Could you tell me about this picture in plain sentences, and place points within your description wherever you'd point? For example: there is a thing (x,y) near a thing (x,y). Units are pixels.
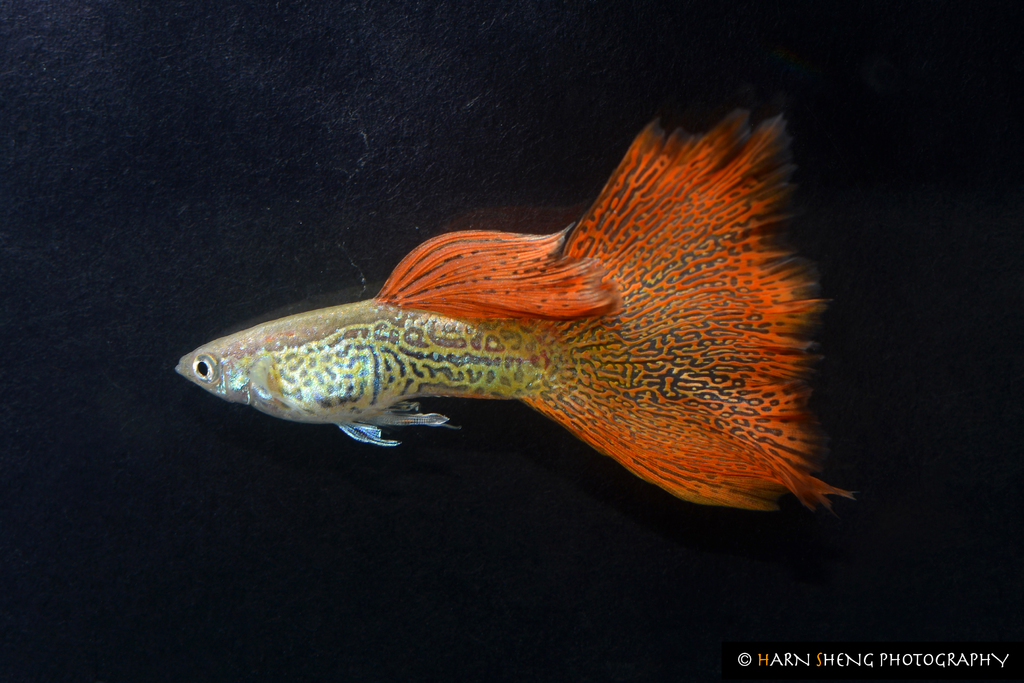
In this picture, we can see a fish (792,392), dark background (376,657), we can see some text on bottom right corner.
